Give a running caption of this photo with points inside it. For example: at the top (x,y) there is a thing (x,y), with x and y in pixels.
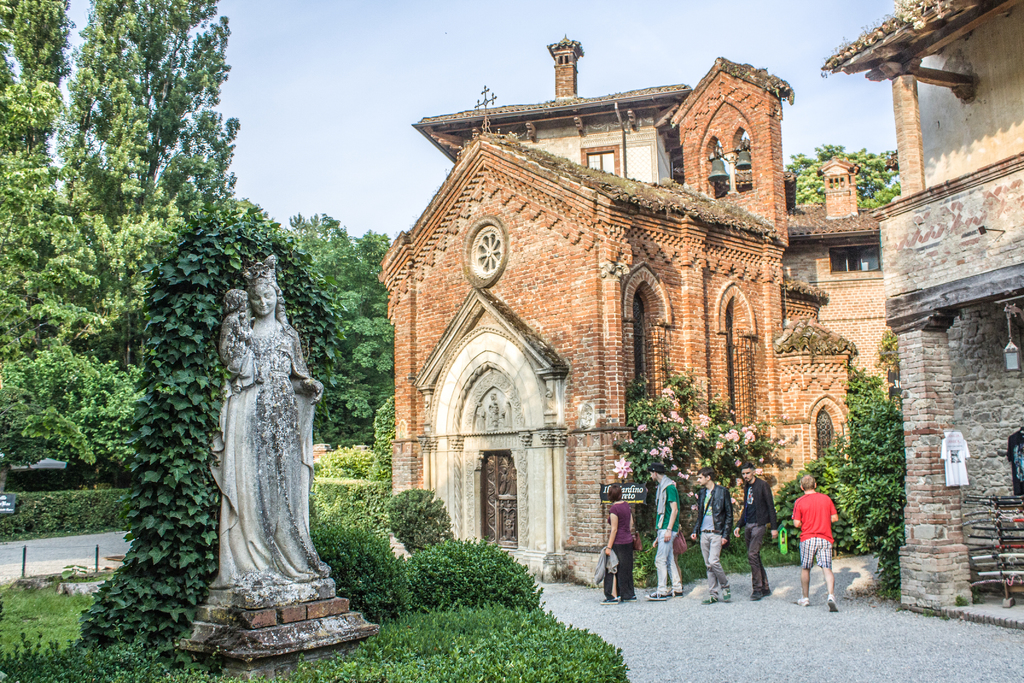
In front of the image there is a statue (237,589) around the statue (256,532) there are bushes (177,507) and trees (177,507), in the background of the image (617,502) there are a few people (611,530) walking on the pavement (685,600), behind them there are church buildings (615,379) and there are sign boards (633,486).
